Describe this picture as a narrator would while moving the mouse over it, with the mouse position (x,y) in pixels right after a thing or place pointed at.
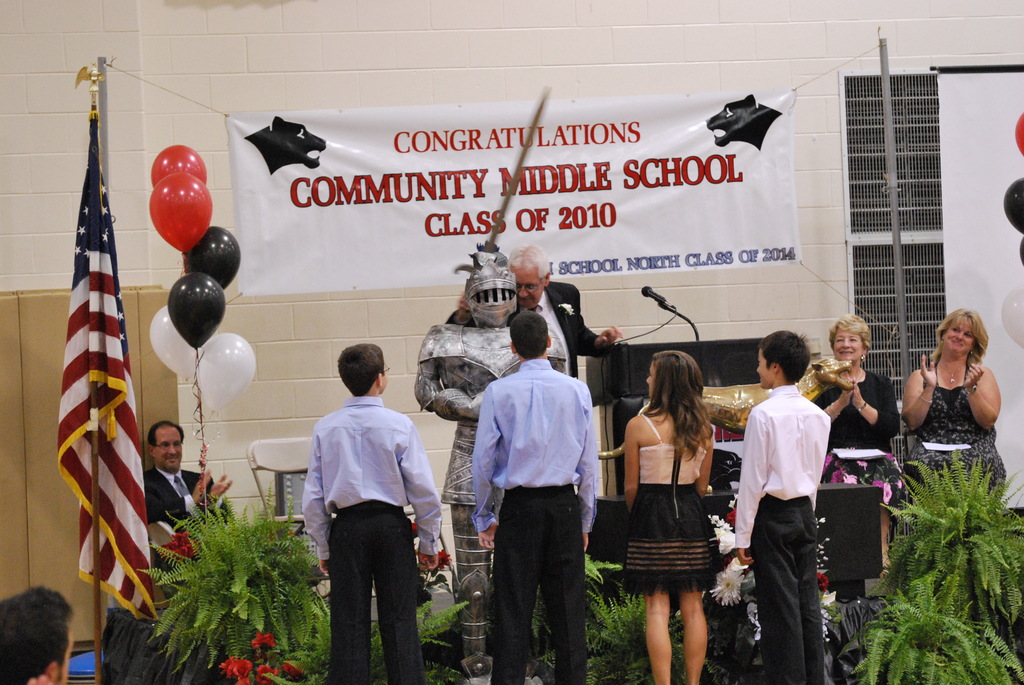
This picture is clicked inside. In the foreground (537,455) we can see the group of people (777,427) standing on the ground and we can see the plants (426,618) and flowers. In the center (648,346) there is an object (747,370) placed on the ground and we can see a chair (285,469), flag (117,528), microphone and a sculpture (510,307) and many other items (626,341) and there is a banner (546,149) on which we can see the picture of two animals (728,119) and the text (596,209) is printed on the banner (700,216). In the background (761,19) there is a wall (756,38), metal rods (882,58) and some other objects (1010,333).
